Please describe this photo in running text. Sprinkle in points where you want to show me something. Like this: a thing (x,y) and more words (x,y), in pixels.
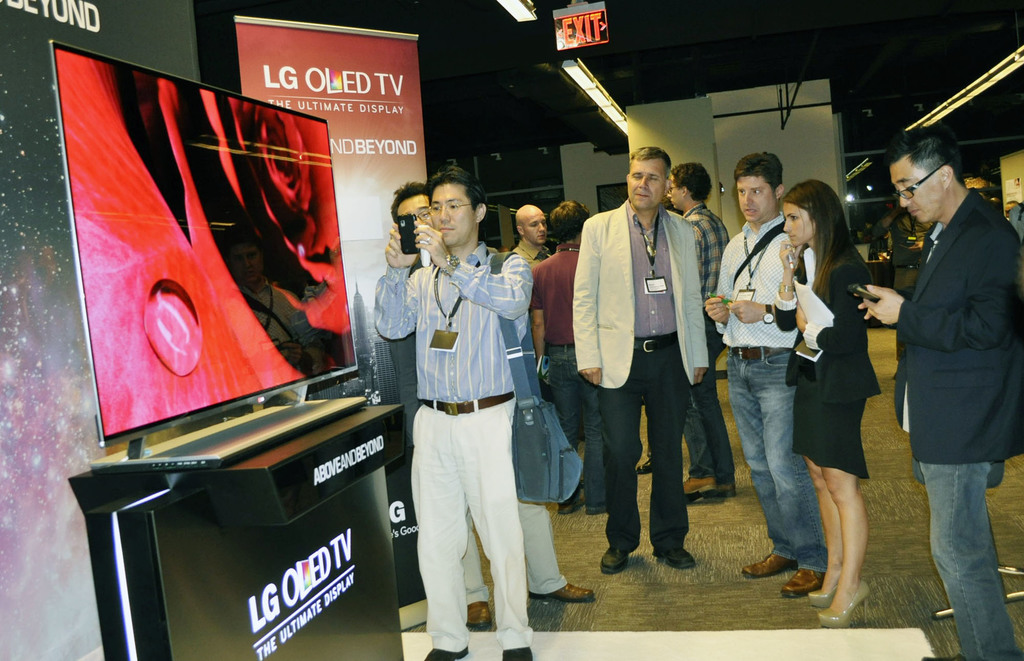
There is a group of persons (685,371) standing in the middle of this image (646,391). There is one television (243,381) kept on a table (271,528) on the left side of this image (171,440). There is a exit board (589,35) at the top of this image (584,26). There is a carpet floor (689,585) at the bottom of this image (725,567).
